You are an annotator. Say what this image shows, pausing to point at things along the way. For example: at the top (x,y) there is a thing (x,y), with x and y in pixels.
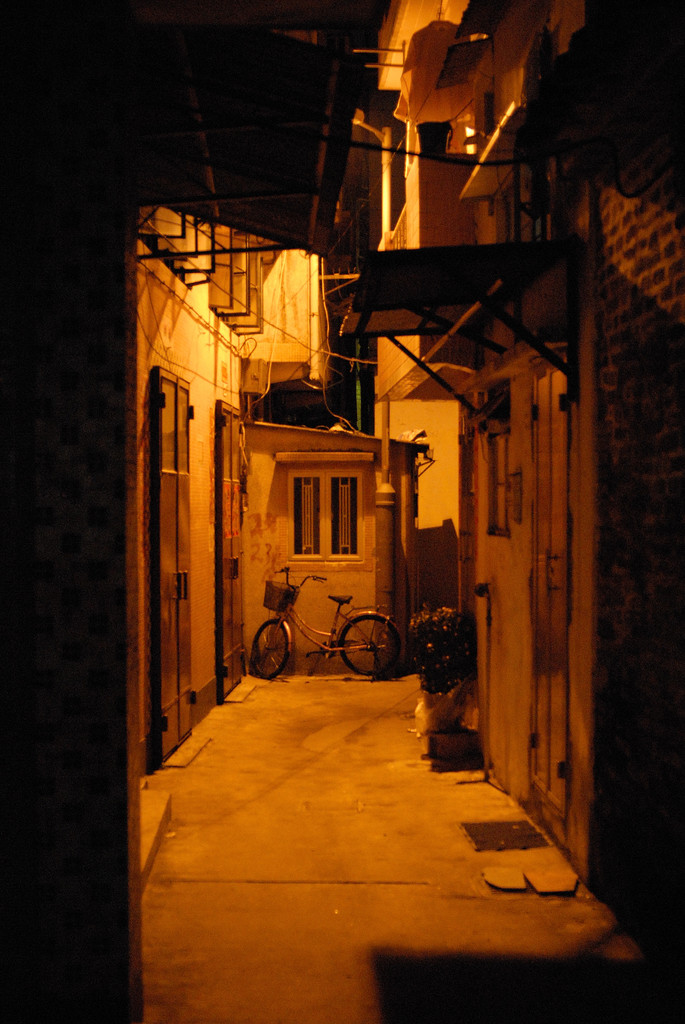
In the center of the image (258,657), we can see a bicycle (286,610) and there is a houseplant (430,641). In the background (311,261), there are buildings (415,600) and we can see rods (248,264).
